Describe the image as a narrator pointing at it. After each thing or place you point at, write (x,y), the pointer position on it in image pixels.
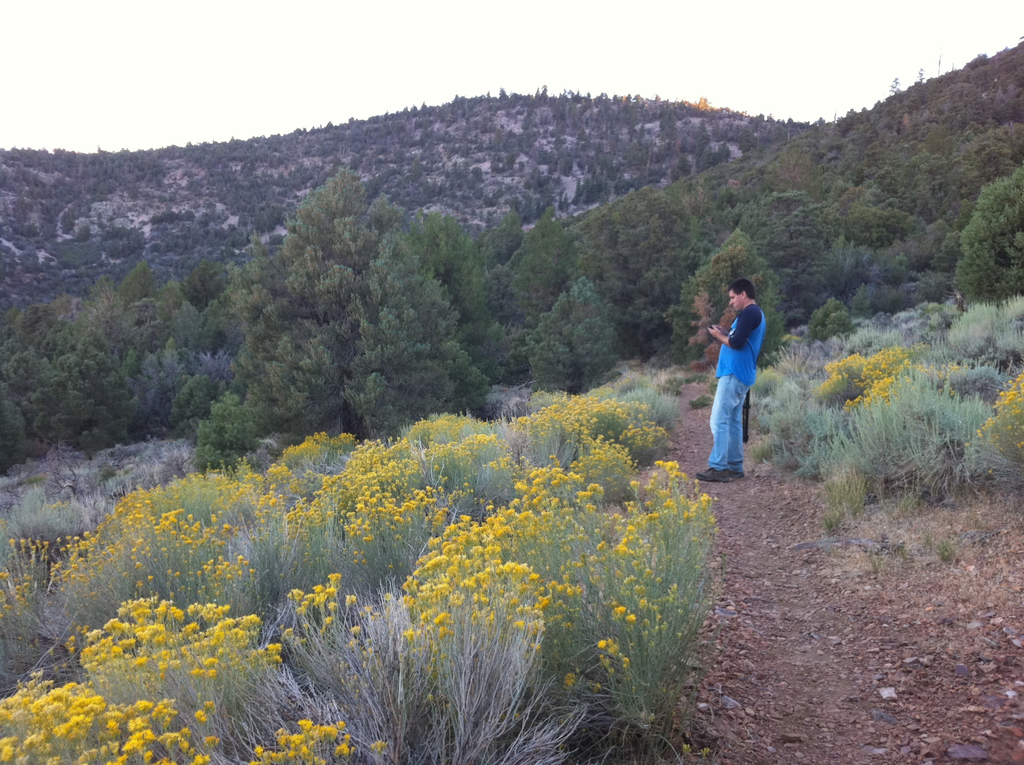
In this image there is a person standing on the land (953,697) having few plants (291,572) and trees (266,395). Few plants (471,422) are having flowers (133,655). Background (18,250) there are hills (485,142). Top of the image (620,47) there is sky (568,44).
